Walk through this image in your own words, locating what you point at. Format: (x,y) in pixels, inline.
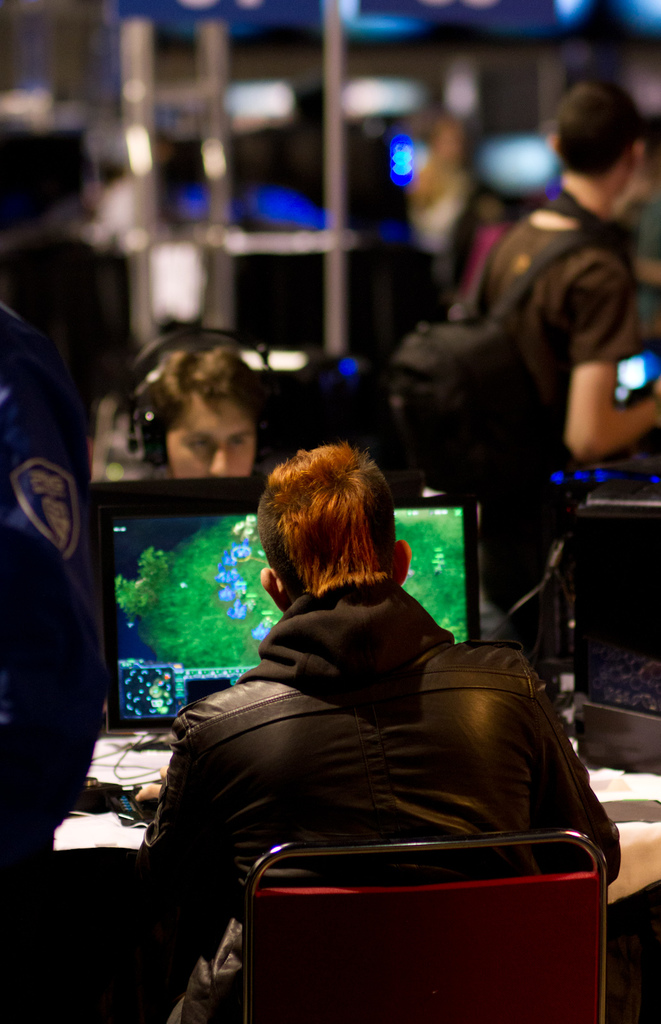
In this picture I see 2 persons (271,500) who are sitting in front (353,684) and I see a monitor (153,710) and in the background (175,326) I see that it is totally blurred and I see a person (583,122) on the right side (515,300) who is standing.
